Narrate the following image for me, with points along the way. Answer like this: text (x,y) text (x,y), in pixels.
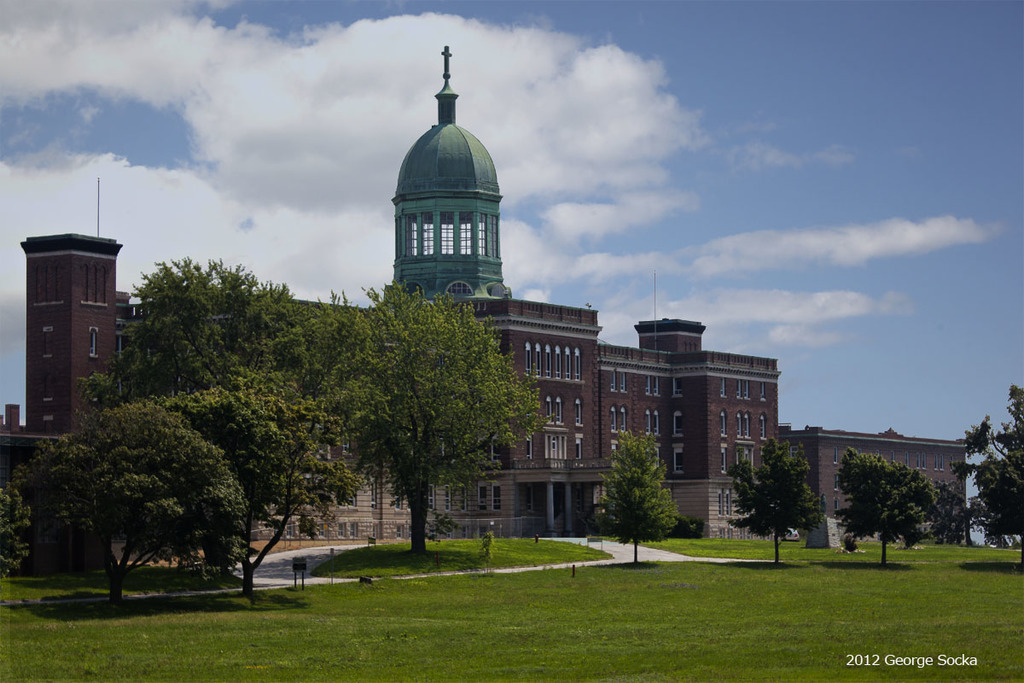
In the picture we can see a grass surface (668,648) on it, we can see some trees (161,366) behind it, we can see a huge building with many windows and pillars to it and in the background (972,199) we can see the sky (517,280) with clouds (85,70).
